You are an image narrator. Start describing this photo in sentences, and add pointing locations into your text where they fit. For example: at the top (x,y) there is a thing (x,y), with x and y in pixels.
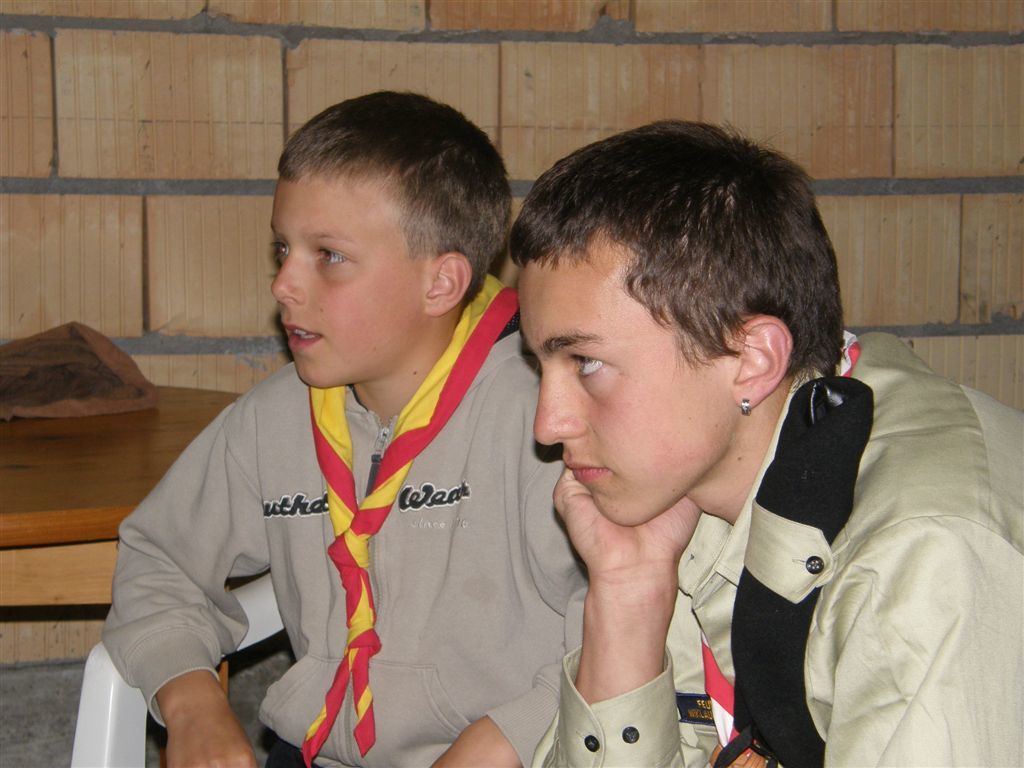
In this picture we can see two boys (435,549) sitting. Behind the boys (448,540), there is a wooden object (49,459) and a wall (107,108).
